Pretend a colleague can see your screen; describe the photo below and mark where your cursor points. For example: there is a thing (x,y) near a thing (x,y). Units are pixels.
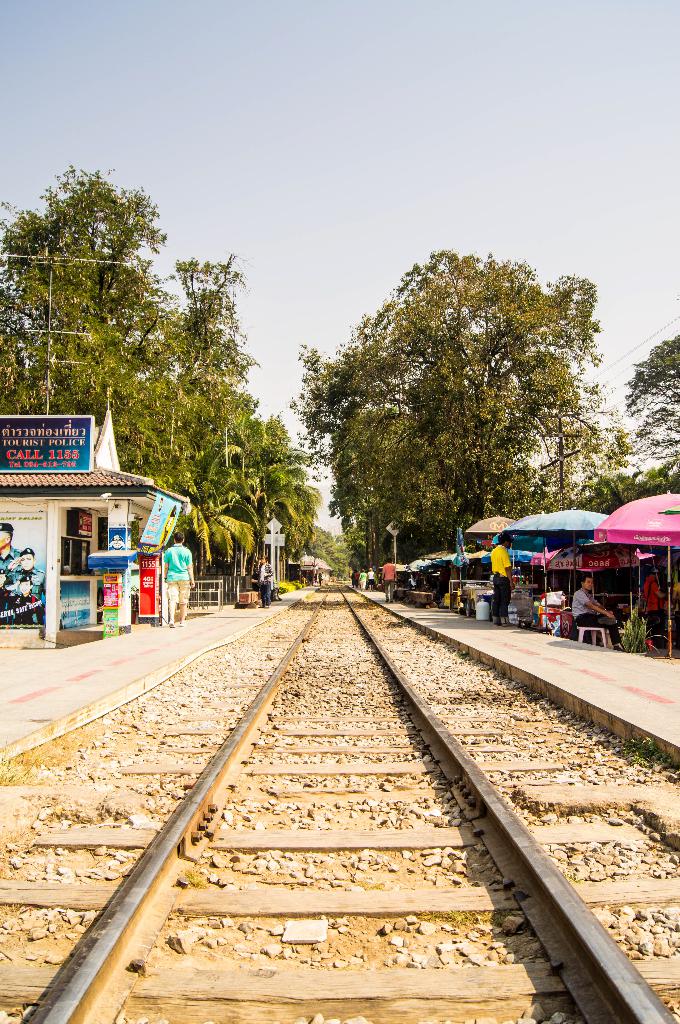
In the center of the image (349,653) there is a railway track (383,767). On the right side of the image (460,542) there are tents (620,565). There are people (496,571) and there are a few objects (510,592). On the left side of the image (94,570) there is a shop (58,552). There are boards (35,543). There are people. In the background of the image (480,452) there are trees (394,430). There are electrical poles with cables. At the top of the image (283,79) there is sky (283,79).
